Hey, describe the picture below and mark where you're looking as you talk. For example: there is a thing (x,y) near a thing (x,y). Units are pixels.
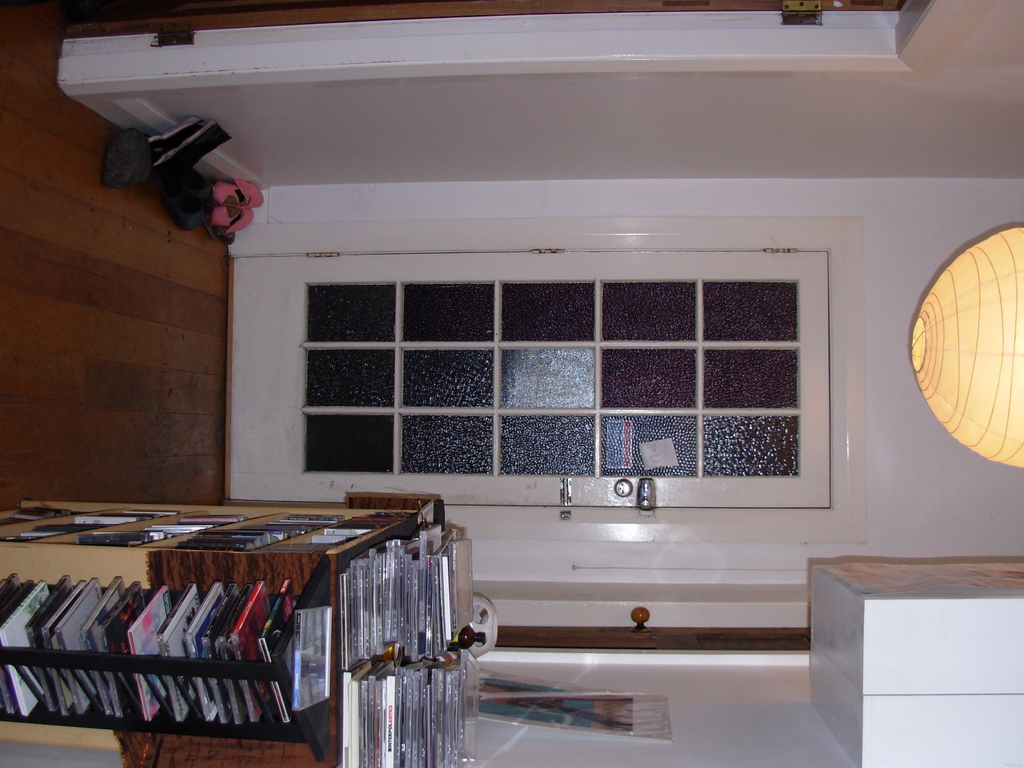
In this image we can see discs (264,605) arranged in the cupboards (304,594), door (441,443) and walls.
